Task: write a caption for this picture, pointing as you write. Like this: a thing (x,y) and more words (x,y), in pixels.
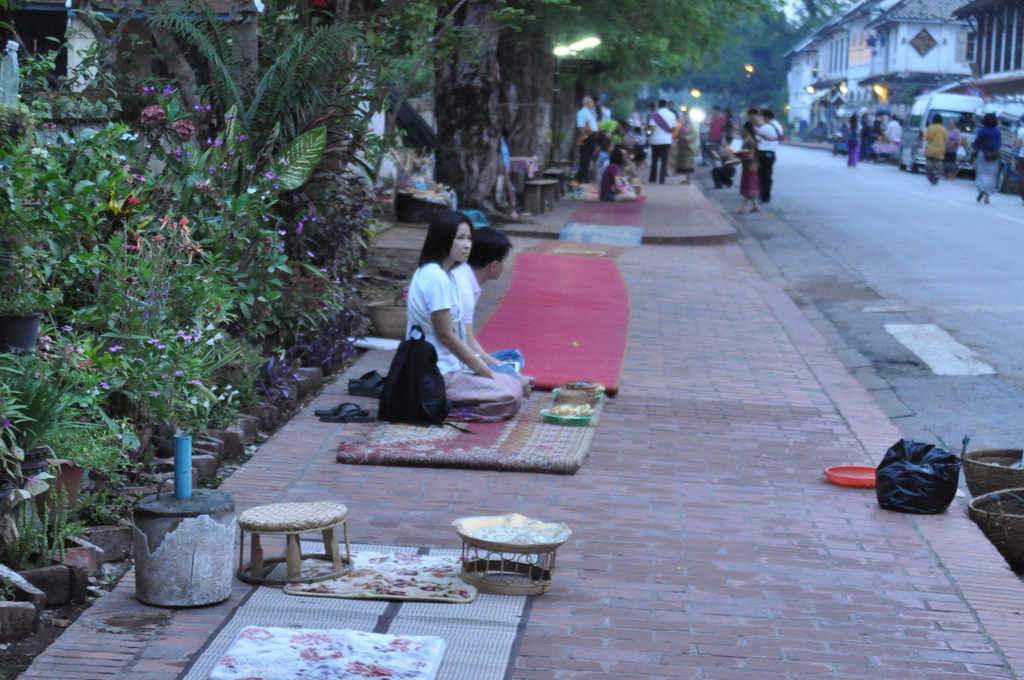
This is the picture of a street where we have some buildings (895,95) to the right side (891,80) and on the footpath (551,233) we have some people (454,300) sitting on the floor (458,470) and some things (539,560) in front of them and behind them there are some plants (251,370).
